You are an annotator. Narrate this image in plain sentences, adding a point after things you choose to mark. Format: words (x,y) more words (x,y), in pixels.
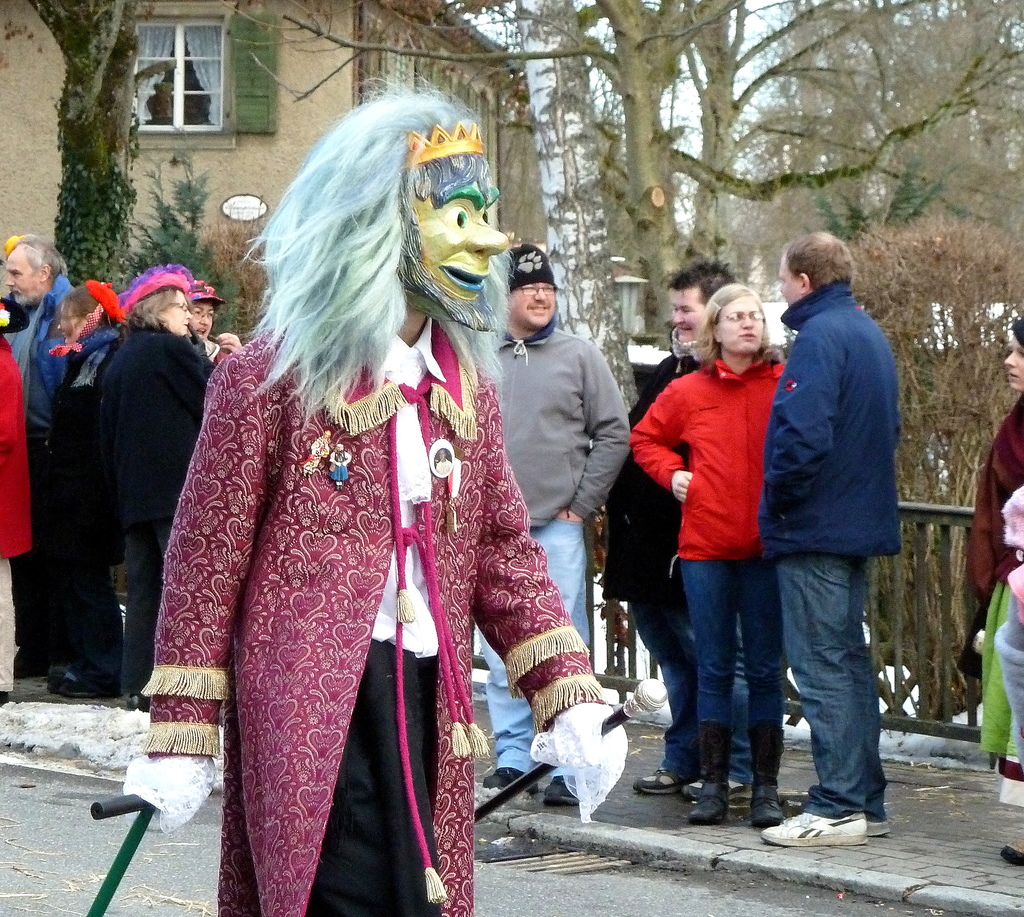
In the center of the image (372,438), we can see a person (373,446) wearing costume (414,381) and holding some objects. In the background (716,292), there are some other people (663,404) and we can see some people (122,312) wearing caps (191,280) and there are trees (83,44), buildings (216,15) and railings (917,507). At the bottom (648,861), there is a road (613,875).
